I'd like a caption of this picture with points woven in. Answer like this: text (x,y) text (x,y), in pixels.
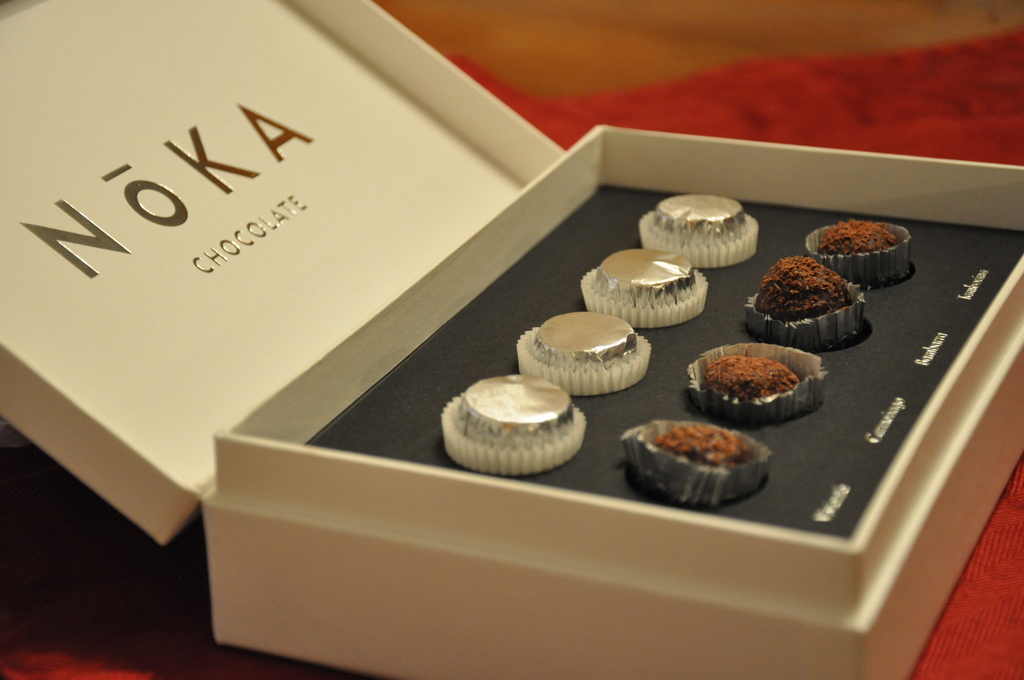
This looks like a chocolate box (185,323) with the chocolates (704,429) in it. I think this is a cloth (956,125), which is red in color. The background (510,33) looks blurry.
